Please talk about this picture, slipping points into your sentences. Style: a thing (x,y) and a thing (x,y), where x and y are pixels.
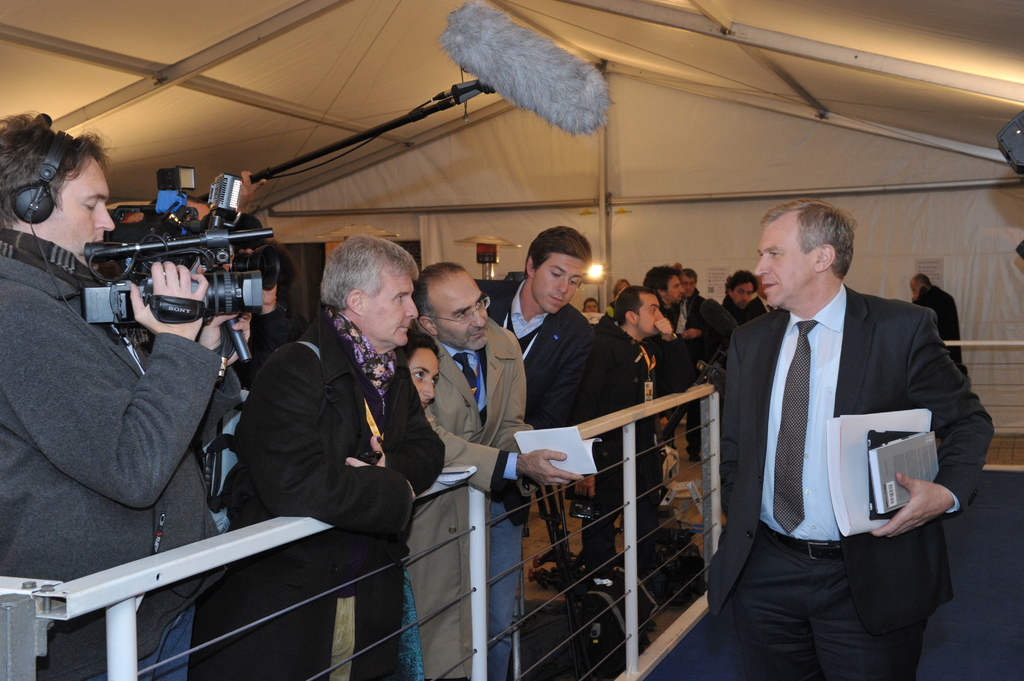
In this picture, it looks like a tent (990,236). We can see a man (734,479) holding books (856,500) and standing on the carpet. On the left side of the man (737,534), there is a railing (482,578). Behind the railing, there is a group of people (514,336), light (600,269) and some objects (572,612). On the left side of the image (147,501), there is a man (69,413) holding a camera (110,249) with a mic (476,65).
